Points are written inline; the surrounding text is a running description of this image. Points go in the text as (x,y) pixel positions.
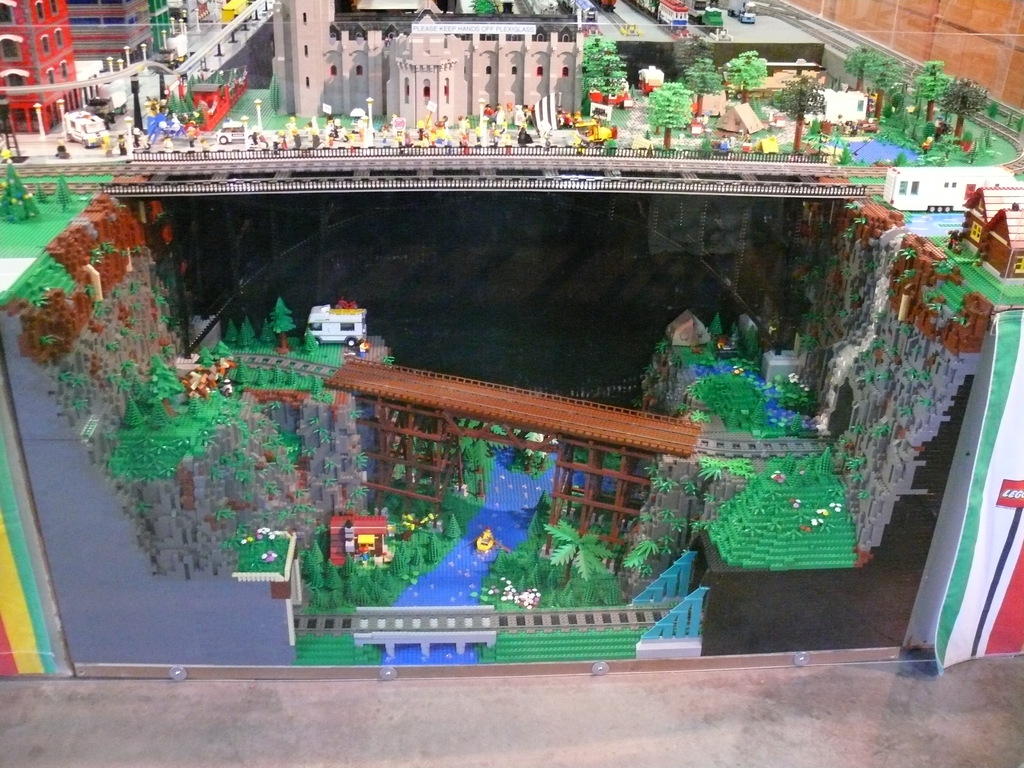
In this image there is model of the buildings (301,89), trees (714,87), road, houses (1000,252) and vehicles (118,111).
